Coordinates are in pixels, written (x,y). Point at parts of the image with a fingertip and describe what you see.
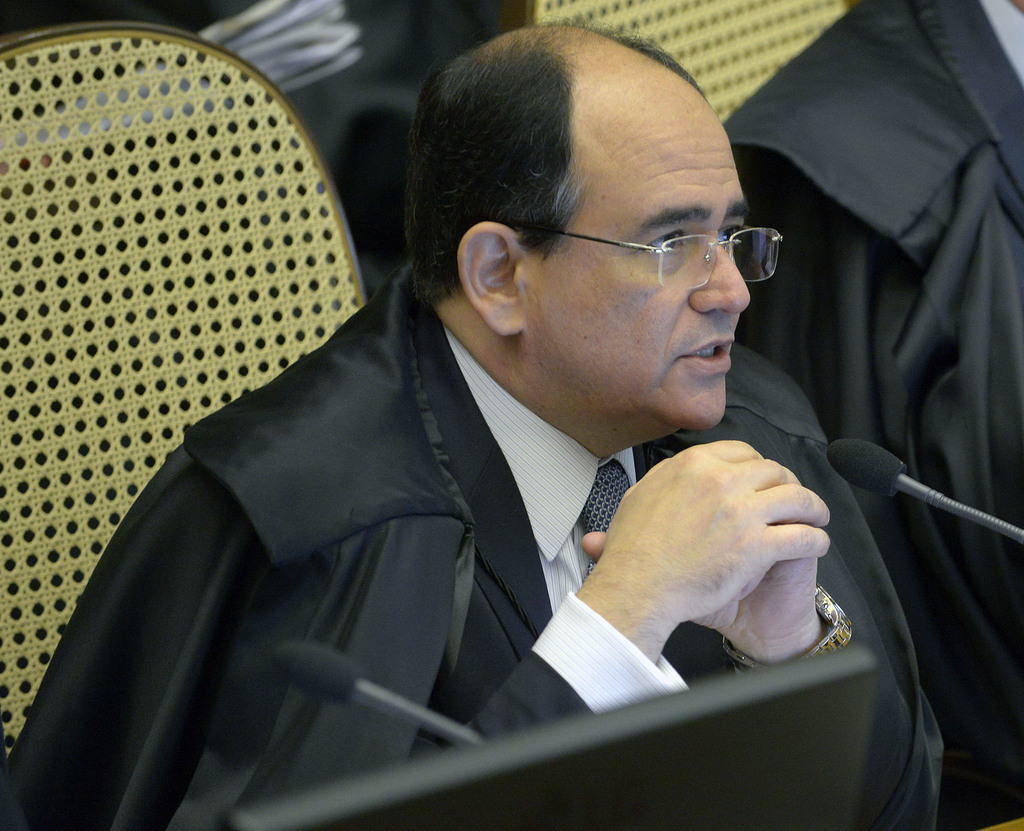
In the center of the image (676,456) we can see a man (622,563) is sitting on the chair (215,201) and wearing a graduation dress (421,592) and talking. In-front of him we can see the mics (1009,531) with stands (1009,531) and screen (748,783). On the right side of the image (921,395) we can see a person (900,216) is sitting on the chair (703,25) and wearing a graduation dress (912,290).
